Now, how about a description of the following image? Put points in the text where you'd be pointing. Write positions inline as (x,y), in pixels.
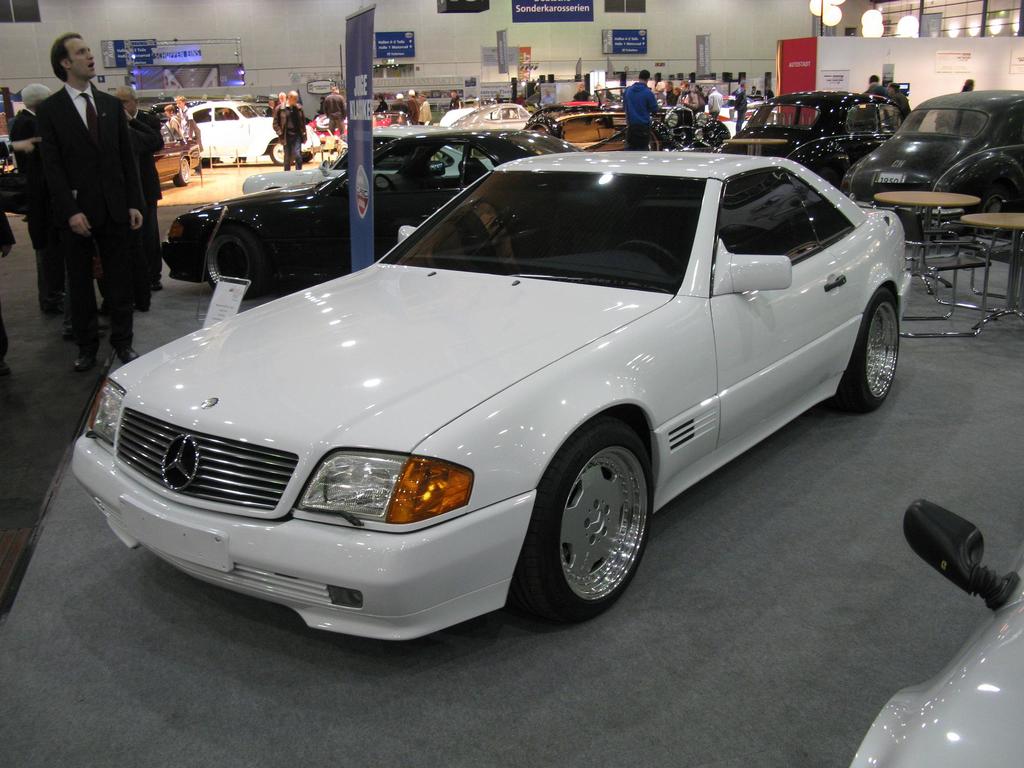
In this image, there are few people (44,150) standing. This picture was taken in the car show. I can see different types of cars (264,178). On the right side of the image (966,266), there are tables (974,224) and chairs (918,245). I can see a banner (362,259), which is between the two cars (314,283). In the background (194,56), I can see the name boards (409,52) and lights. At the bottom right corner of the image (986,666), I can see another vehicle (957,672).
